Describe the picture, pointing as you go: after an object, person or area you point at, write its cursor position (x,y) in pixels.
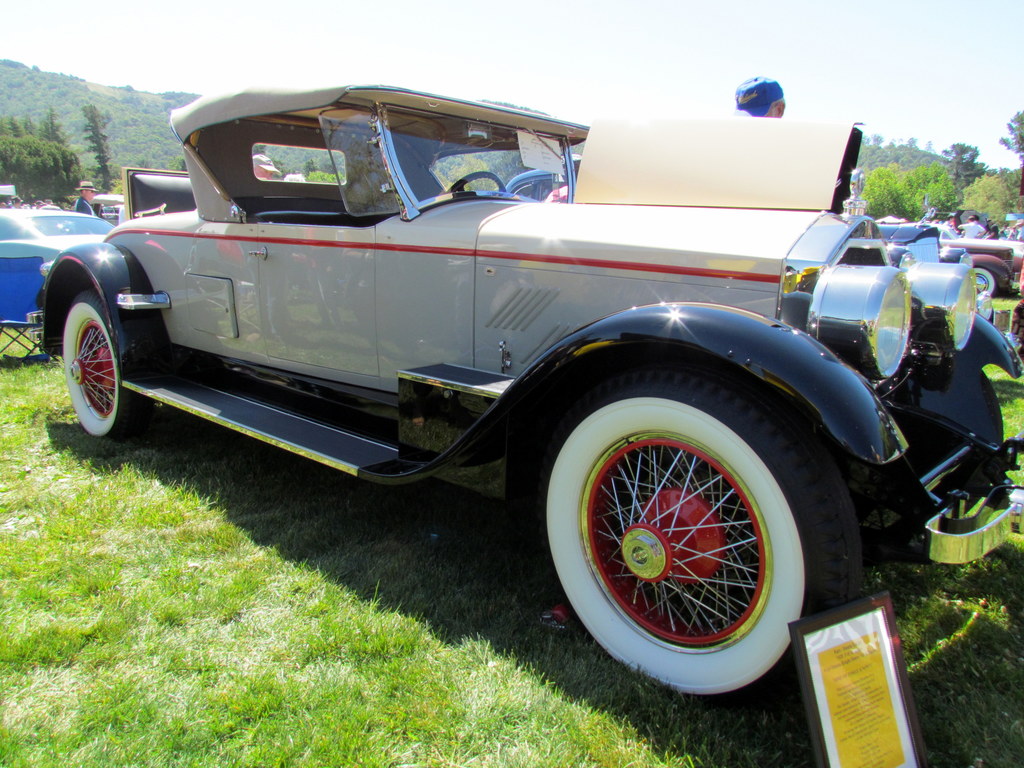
In this picture we can see a frame (846,662), chair (24,286), vehicles (819,609) on the grass (289,576) and in the background (93,190) we can see a group of people (11,200), trees (37,136), some objects (961,218) and in the background (675,29) we can see the sky (424,42).
